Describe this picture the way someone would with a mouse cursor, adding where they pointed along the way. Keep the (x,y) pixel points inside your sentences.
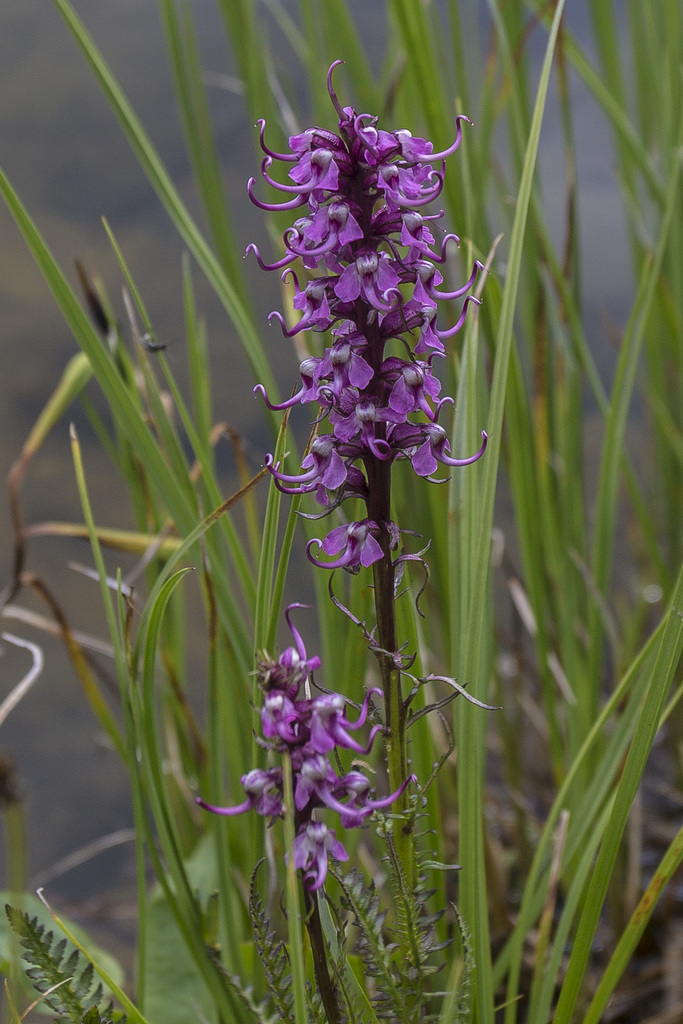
In this image we can see group of flowers (377,444) on the stem (398,822) of a plant (280,780). In the background (430,729), we can see some plants (663,565).
